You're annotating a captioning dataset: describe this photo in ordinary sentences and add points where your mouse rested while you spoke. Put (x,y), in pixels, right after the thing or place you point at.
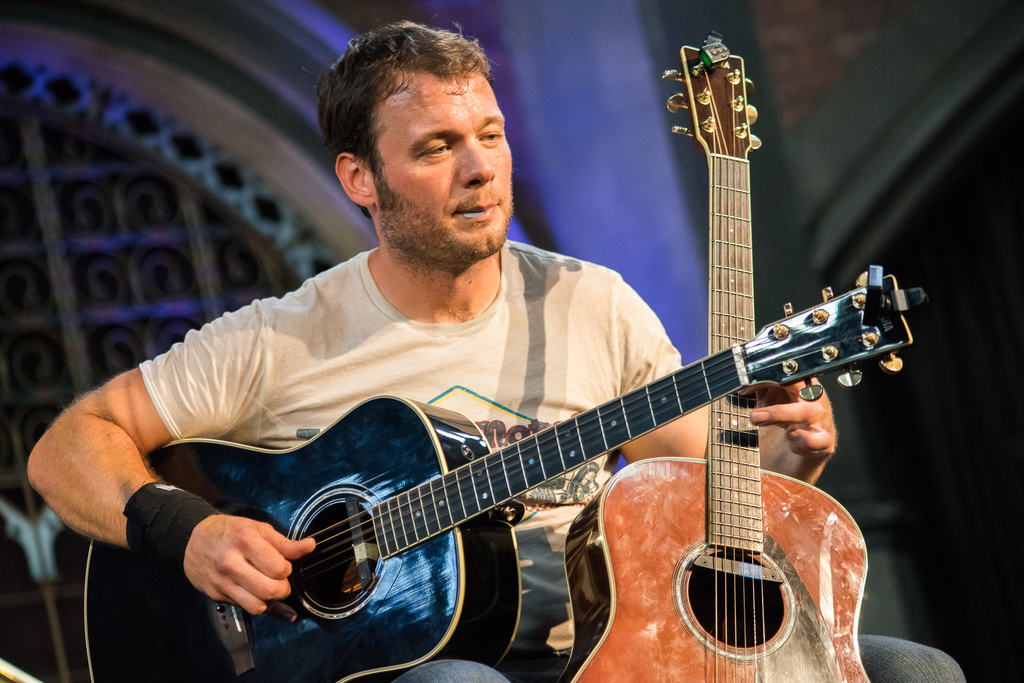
In this image there is a person (380,270) playing two guitars (477,471), behind him there is a building (925,112).
